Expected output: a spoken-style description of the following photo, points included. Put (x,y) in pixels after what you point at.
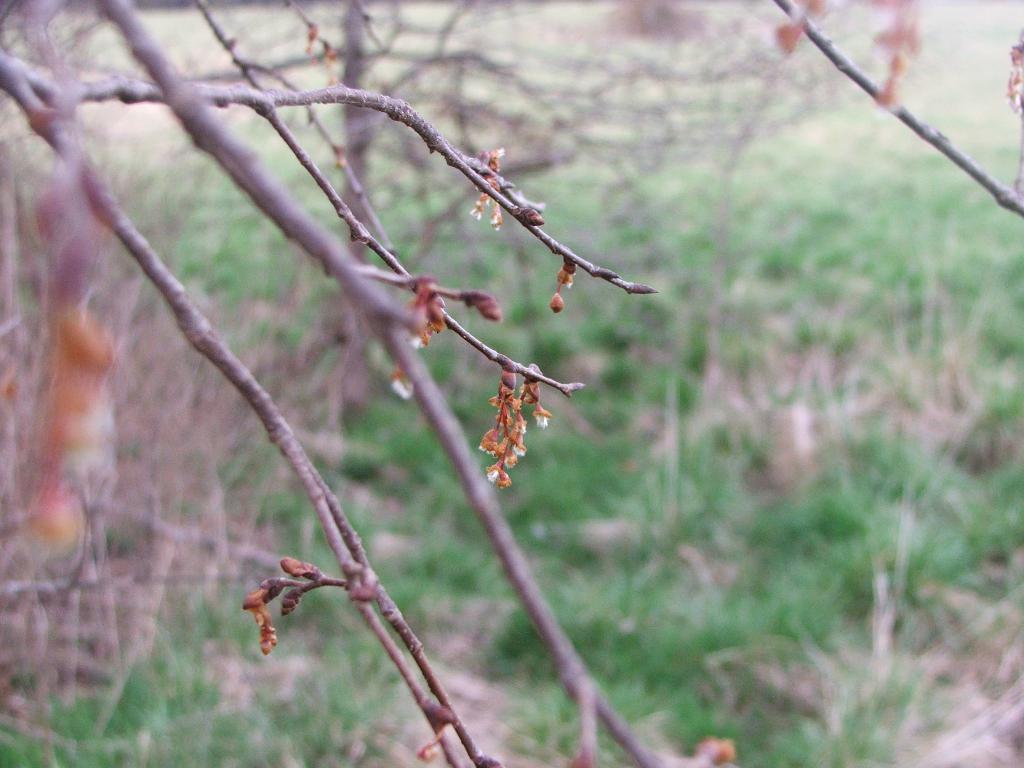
In this image we can see some trees (381,323) and grass (383,395), also we can see some flowers (438,304) on the branches (386,306) of the trees (365,323).
